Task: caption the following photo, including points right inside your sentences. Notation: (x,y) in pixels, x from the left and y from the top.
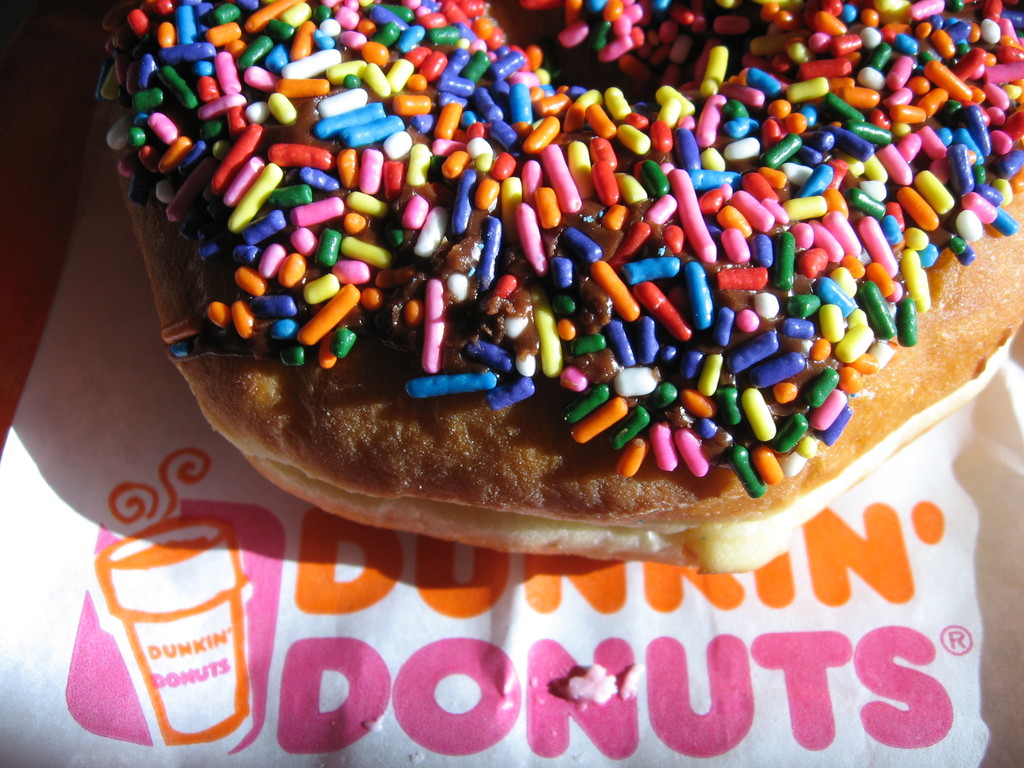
In this picture we can observe a food item (473,459). This is a doughnut (317,303), placed on the table (49,204). We can observe a white color table paper (151,541) on the table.
